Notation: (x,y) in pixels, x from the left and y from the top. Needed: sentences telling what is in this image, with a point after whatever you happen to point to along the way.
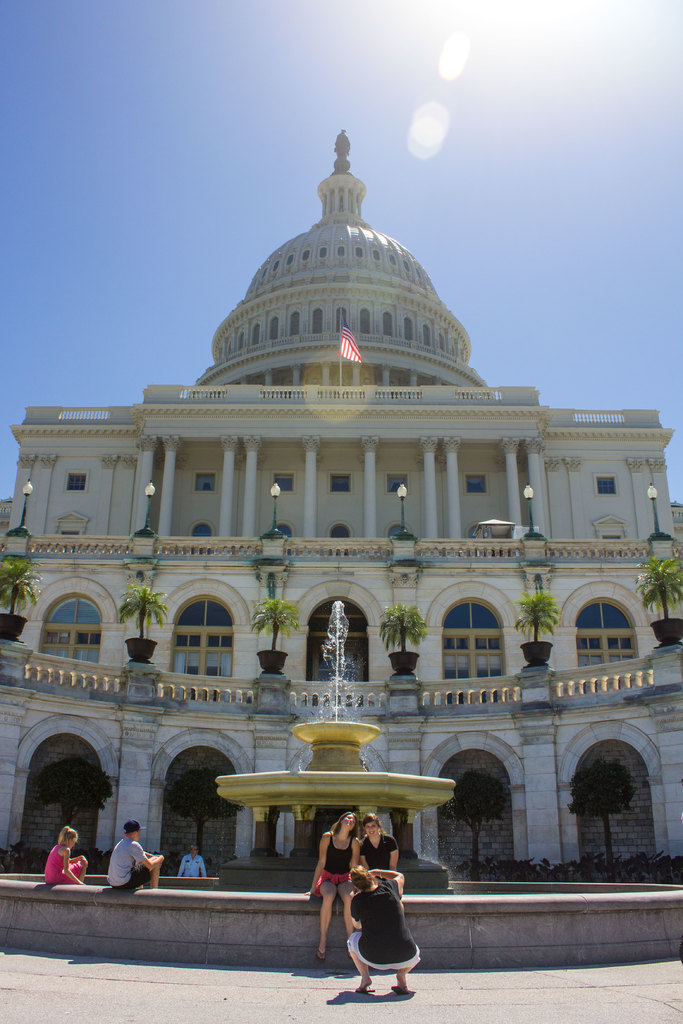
At the top of the image (111,219) we can see sky (353,129), flag (342,348), flag post (340,326), building (347,385), street lights (278,537), house plants (416,634) and windows (465,638). At the bottom of the image (287,789) we can see trees (198,796) and fountain (313,792). In front of the fountain (358,820) we can see some persons (344,871) sitting on the ledge (298,895).
